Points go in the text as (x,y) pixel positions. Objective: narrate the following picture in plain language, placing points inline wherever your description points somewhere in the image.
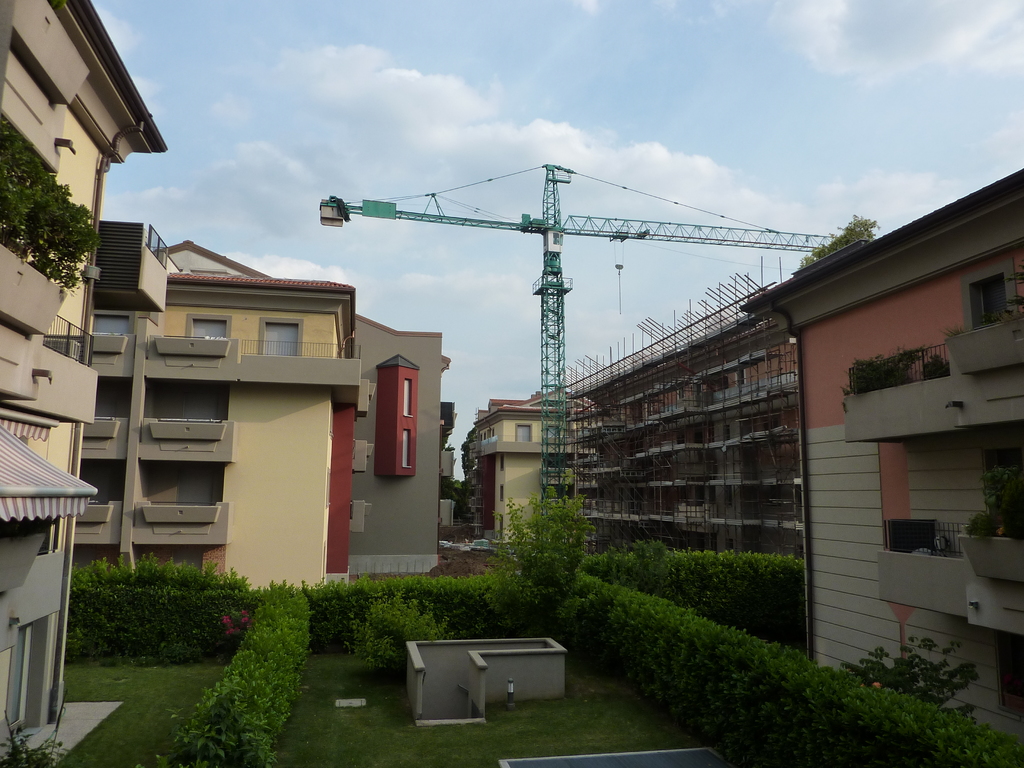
This picture is clicked outside. In the center (384,425) we can see there are some objects (436,701) and we can see the plants (287,703), green grass (310,680) and the buildings (227,359) and we can see the windows (109,319) and deck rails (866,376) of the buildings (426,440). In the background (180,129) we can see the sky (598,78) and some other objects (614,233).
